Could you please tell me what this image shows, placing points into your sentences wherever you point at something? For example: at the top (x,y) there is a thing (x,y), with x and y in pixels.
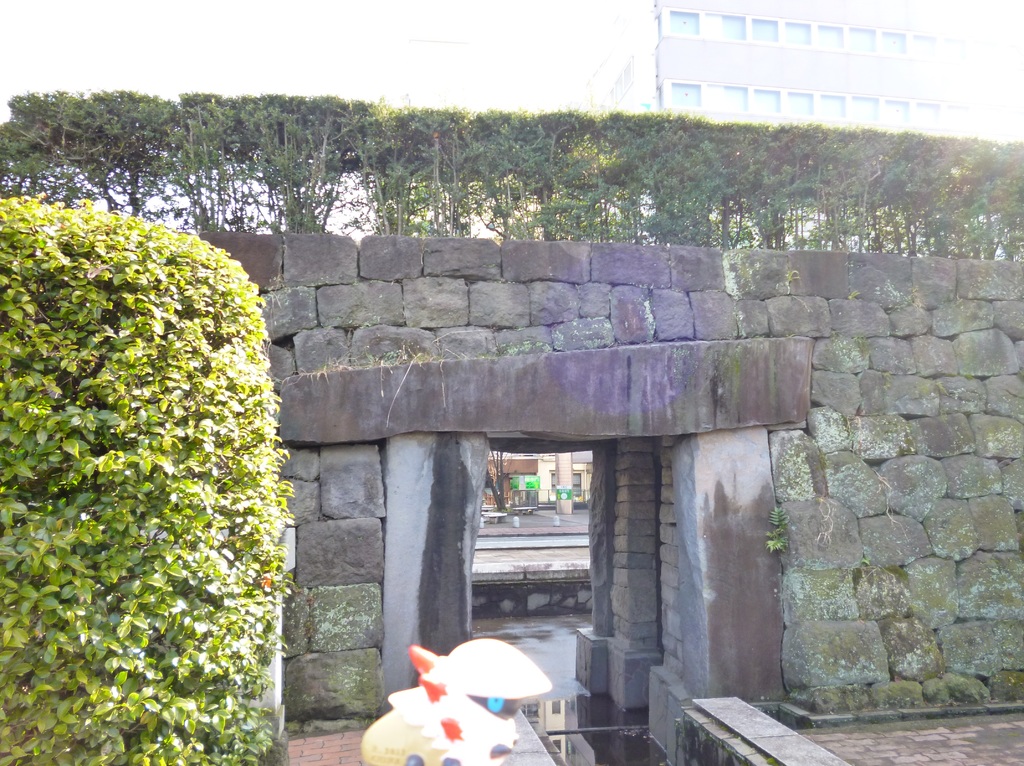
In this image we can see the wall (347,523), there are some plants (121,266), benches (494,515), buildings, posters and windows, also we can see a toy (467,694) in front of the wall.
